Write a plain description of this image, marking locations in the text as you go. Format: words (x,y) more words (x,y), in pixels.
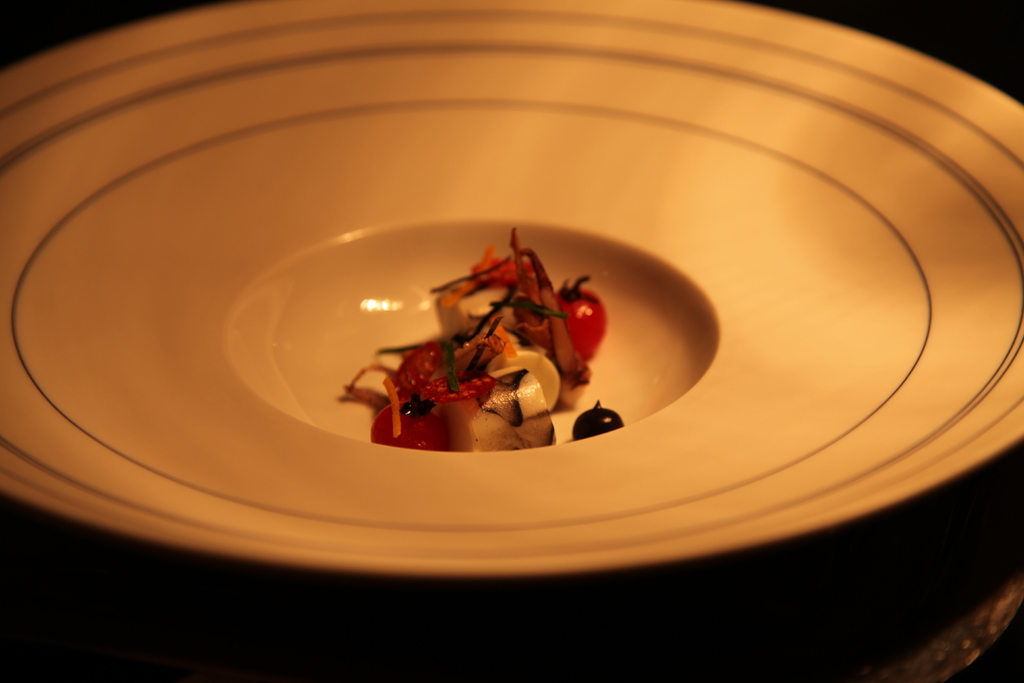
In this image, we can see a table (705,619), on the table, we can see a plate (819,140) with some food item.
